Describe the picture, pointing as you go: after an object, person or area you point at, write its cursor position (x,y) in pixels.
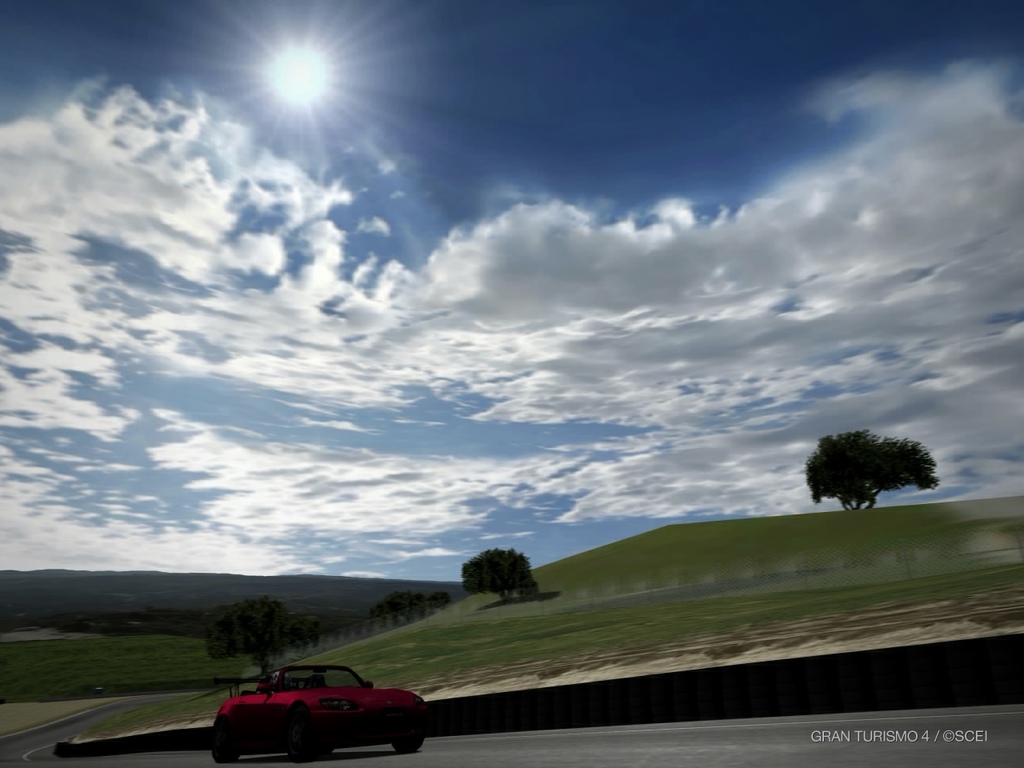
In this image we can see a car (306,723) parked on the road (532,754). In the background (914,460), we can see a group of trees (928,471), mountains (60,615) and sun (289,68) in the sky (201,230). In the bottom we can see some text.
